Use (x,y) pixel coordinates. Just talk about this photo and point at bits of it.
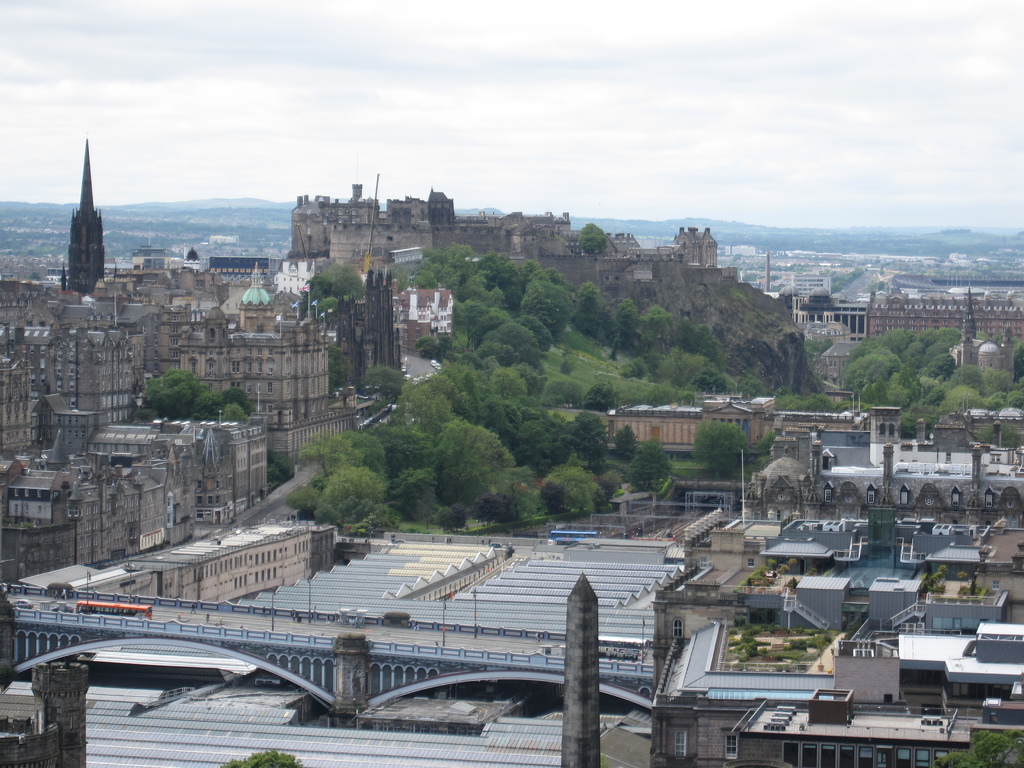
In this picture I can see there are few buildings (216,481) at left (273,404) and there is a fort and there are few trees (561,324) and the sky (796,25) is cloudy.
